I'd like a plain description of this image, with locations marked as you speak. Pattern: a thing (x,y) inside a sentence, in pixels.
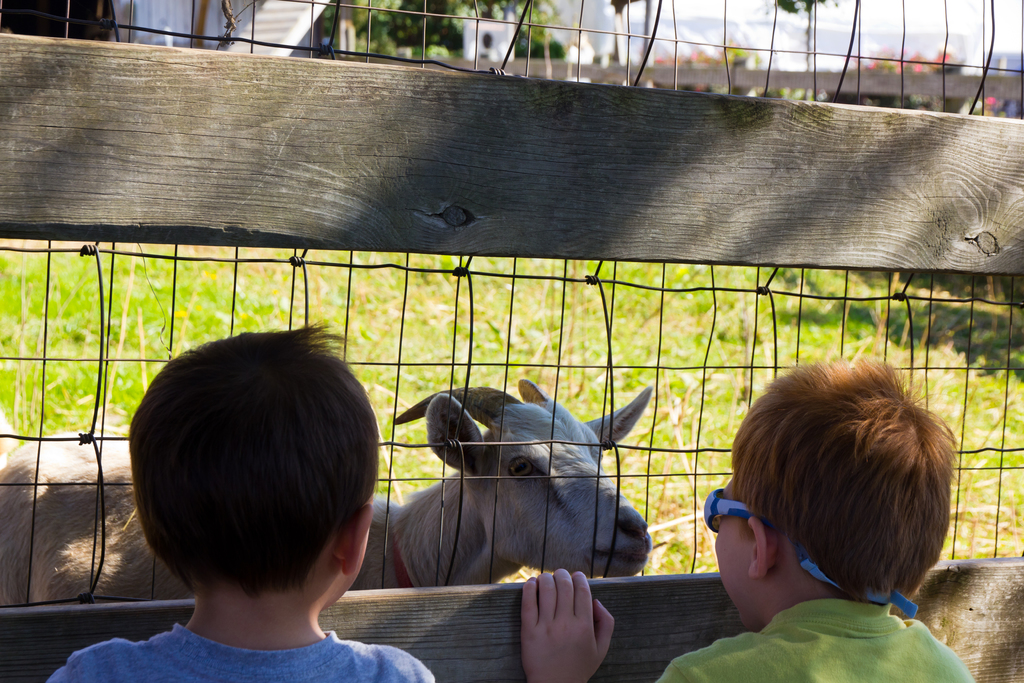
There are two small boys (723,560) at the bottom side of the image (234,460) in front of a net boundary (404,480), there are wooden boards (491,596) on it. There is an animal (526,457), grassland (575,353), house structures (274,30) in the background area (782,26).
